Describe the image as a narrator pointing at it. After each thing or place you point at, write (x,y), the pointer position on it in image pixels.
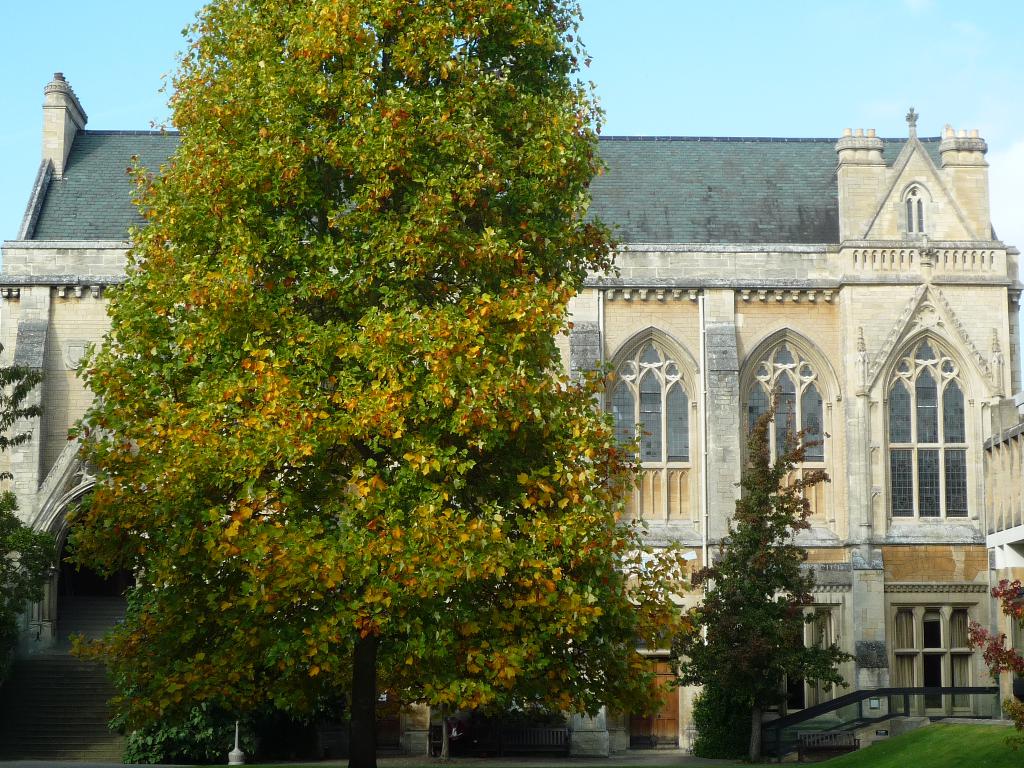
In this picture in the front (268,574) there are trees (287,674) and there's grass (934,743) on the ground (934,740). In the center (651,461) there is a railing (893,692) and there is a building (901,421).
